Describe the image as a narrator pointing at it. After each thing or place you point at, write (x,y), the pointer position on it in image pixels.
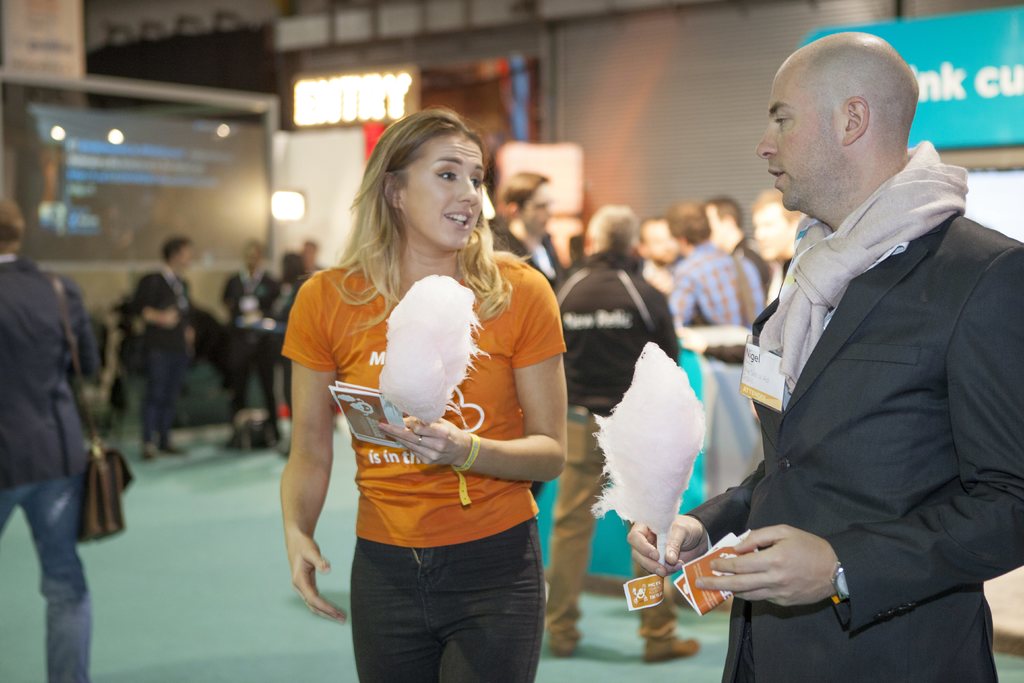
In this picture I can see there is a woman (313,458) standing and she is wearing an orange shirt (403,465) and a black pant (504,610), she is holding a sugar candy (440,352) and papers (385,401) in her hand (441,447). She is looking at right side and is speaking. There is a man (898,393) standing at right side (725,526) and he is wearing a blazer (820,338), he is holding papers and a sugar candy (696,447). There are few banners (565,191) in the backdrop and there are few people (711,275) standing and the picture is blurred in the backdrop (713,417).
